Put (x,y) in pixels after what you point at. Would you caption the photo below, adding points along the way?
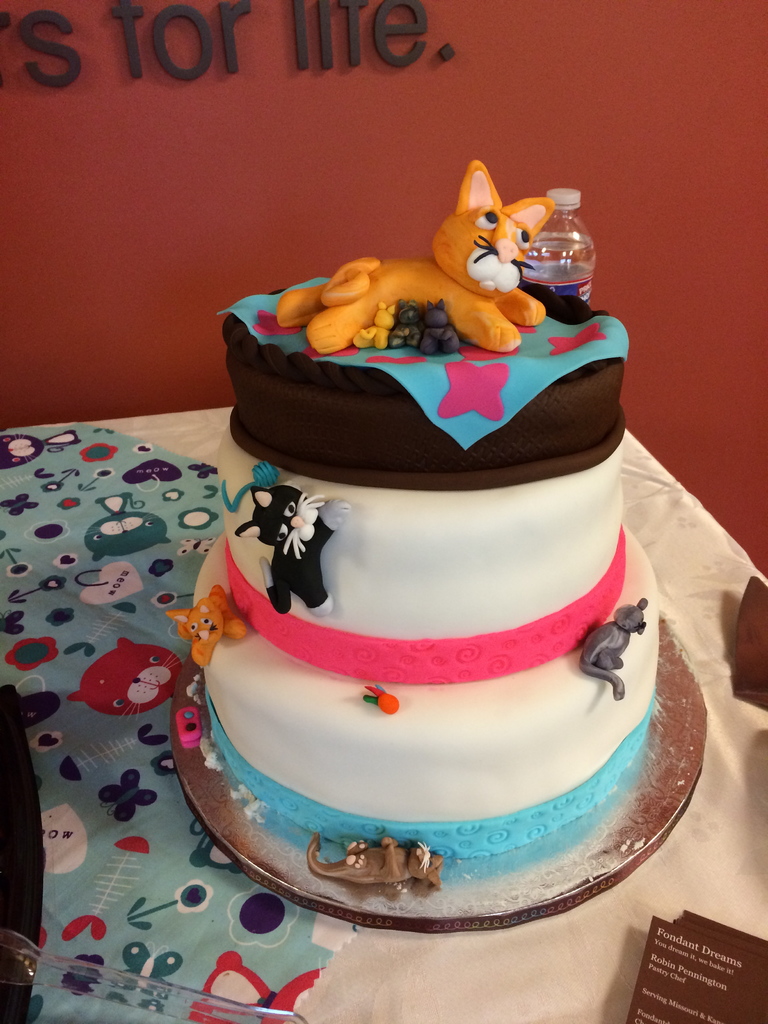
In this picture we can see a cake (539,505), there is bottle (549,281) behind the cake (549,314), cake (549,338) is placed on a table (673,891), on the left side of image (62,955) we can see a glass knife (61,966).
